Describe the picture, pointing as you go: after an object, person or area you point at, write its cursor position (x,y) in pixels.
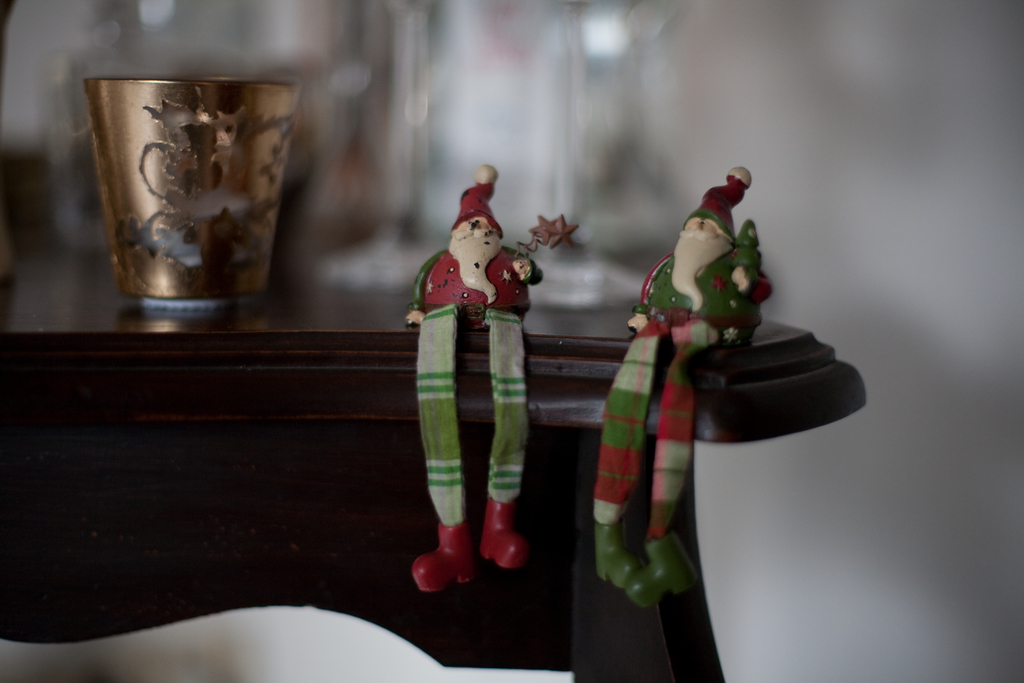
In this image I can see two toys (504,401) which are red, cream and green in color on the brown colored table (401,349). On the table (342,321) I can see a glass (224,235) which is gold in color. I can see the blurry background (707,33).
